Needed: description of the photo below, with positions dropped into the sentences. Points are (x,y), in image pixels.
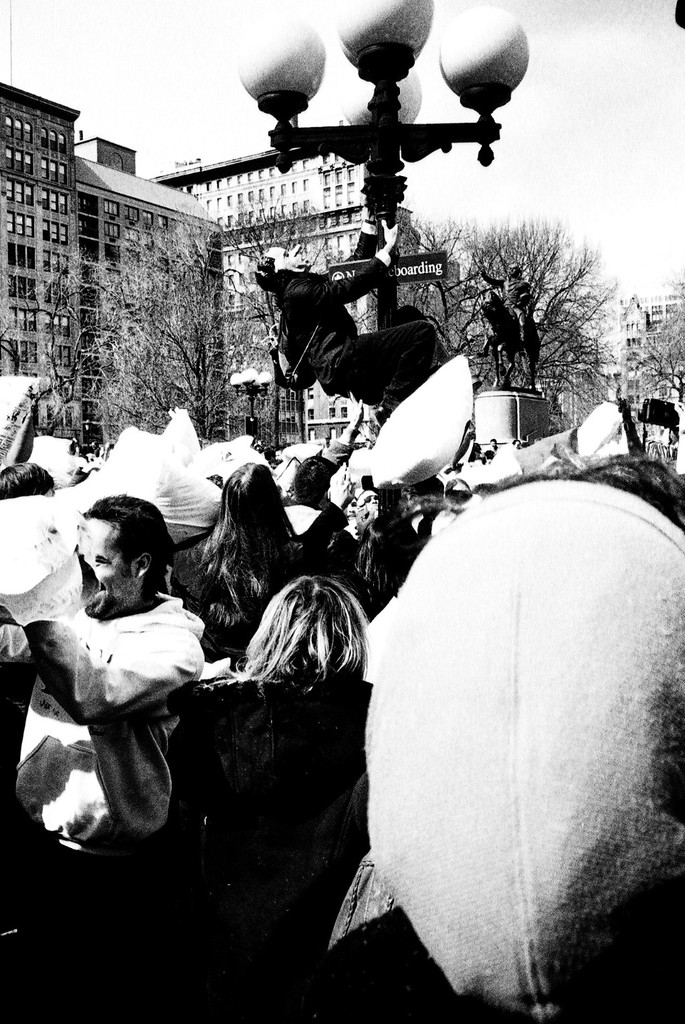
This is a black and white image. In this image we can see persons (342,618), light (392,220), trees (261,339), buildings (409,237) and sky (574,65).
